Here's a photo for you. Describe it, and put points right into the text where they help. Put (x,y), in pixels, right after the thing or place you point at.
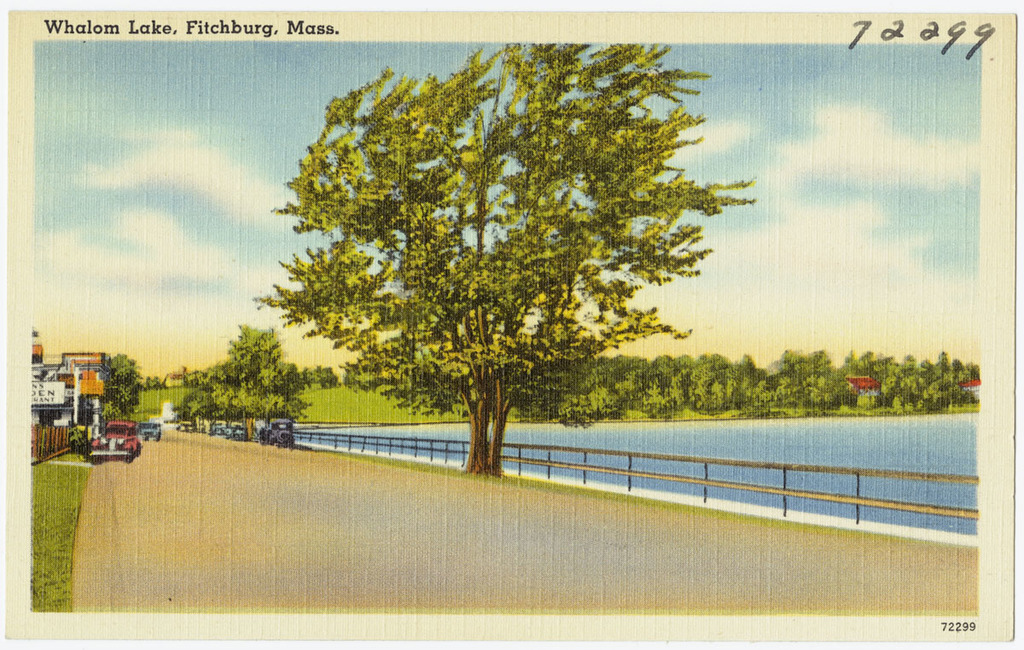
This image consists of a poster (565,395). In the middle (546,375) there are trees (473,371), cars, houses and grass (363,409). At the bottom (777,456) there is water (842,445), railing (796,468), text (944,624). At the top (272,211) there are sky (247,167), clouds (850,178) and text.
